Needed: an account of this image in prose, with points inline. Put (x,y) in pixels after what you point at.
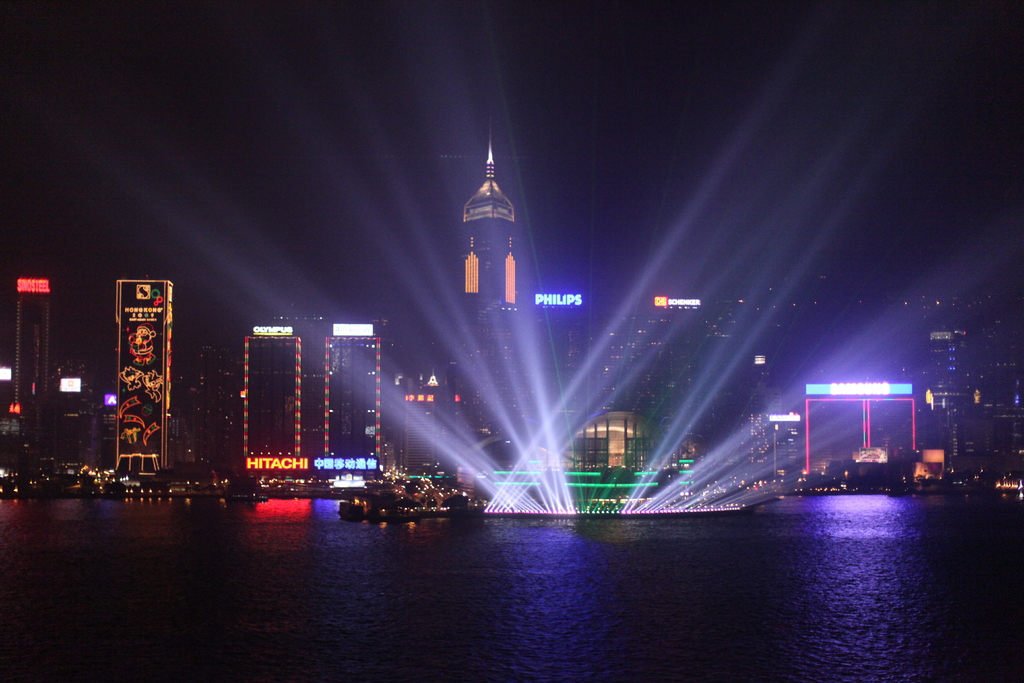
At the bottom of the image (548,622) there is water (240,539). Behind the water (326,637) there are buildings (449,364) with lights (527,454) and name boards (72,378).
